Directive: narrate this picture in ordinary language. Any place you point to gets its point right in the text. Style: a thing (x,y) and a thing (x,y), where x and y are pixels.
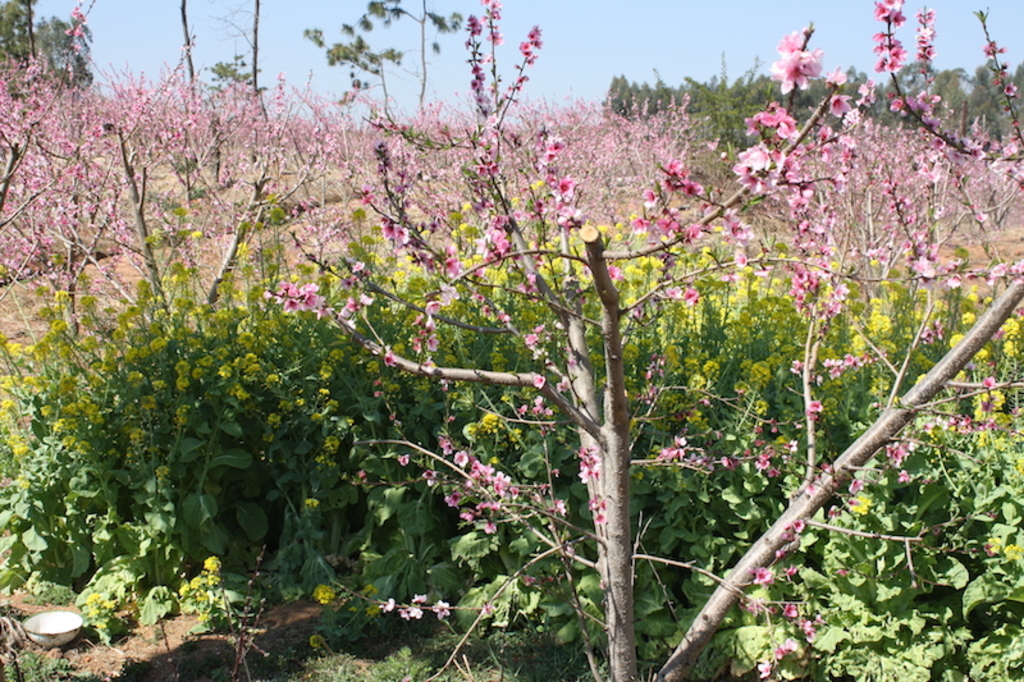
In this picture we can see so many plants (629,381) with flowers (975,178).
